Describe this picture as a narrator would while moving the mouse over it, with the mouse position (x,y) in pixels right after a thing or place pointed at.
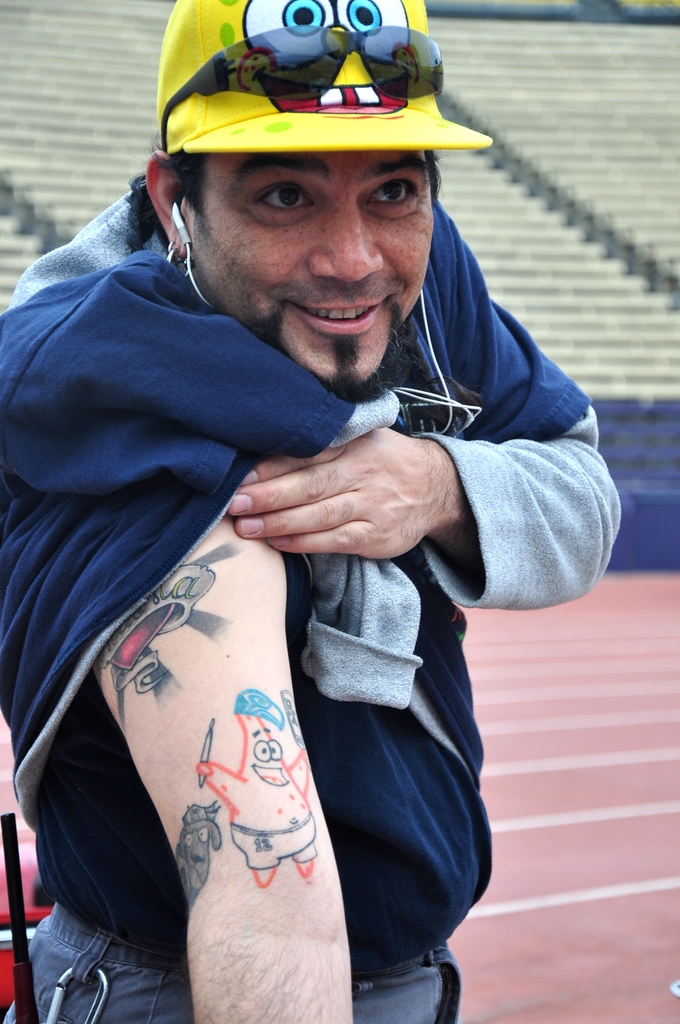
In this image we can see a person (384,636) standing on the ground (503,754) wearing a hat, glasses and a headset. On the backside (612,335) we can see a stadium seating (564,262).
